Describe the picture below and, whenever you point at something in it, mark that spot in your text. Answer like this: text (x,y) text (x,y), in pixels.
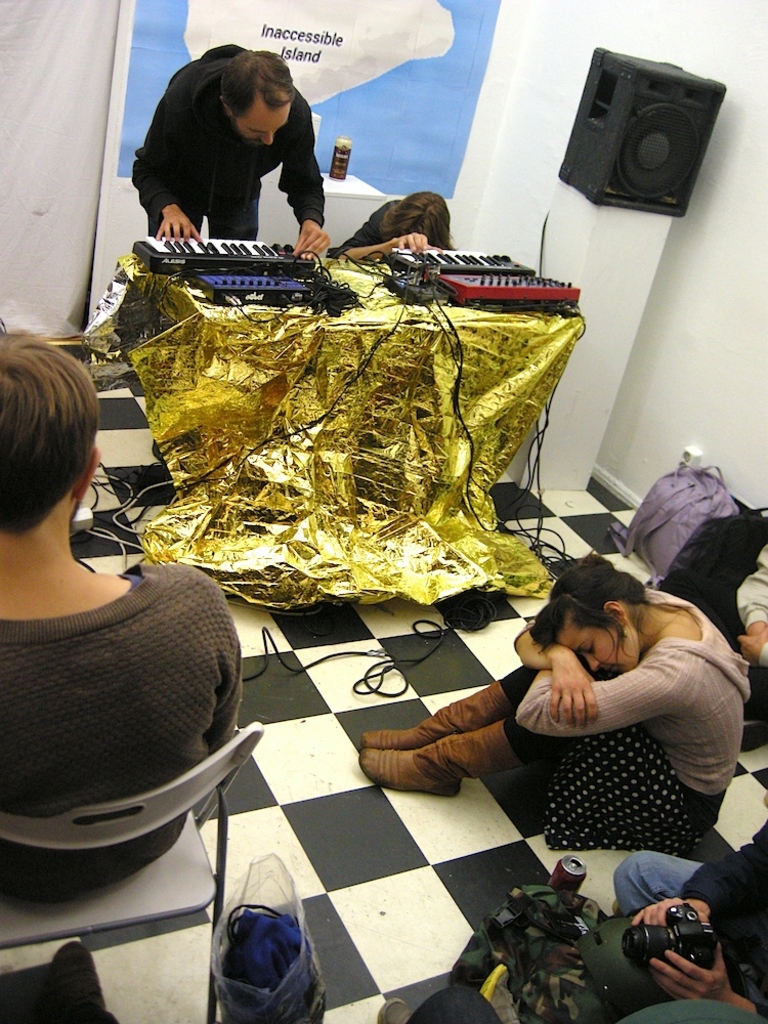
The picture is taken in a room (525,724). In the foreground of the picture (488,718) there are people (725,692), backpacks (551,900), camera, tin (577,880), chair (110,840), cover (234,955) and other objects (255,978). In the center of the picture (356,375) there are people (685,643), cables (338,284), speaker (606,157), table (354,344), cover (330,383), music control systems (541,280) and other objects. In the background (286,56) there are banner (411,28) and curtain (67,72).
